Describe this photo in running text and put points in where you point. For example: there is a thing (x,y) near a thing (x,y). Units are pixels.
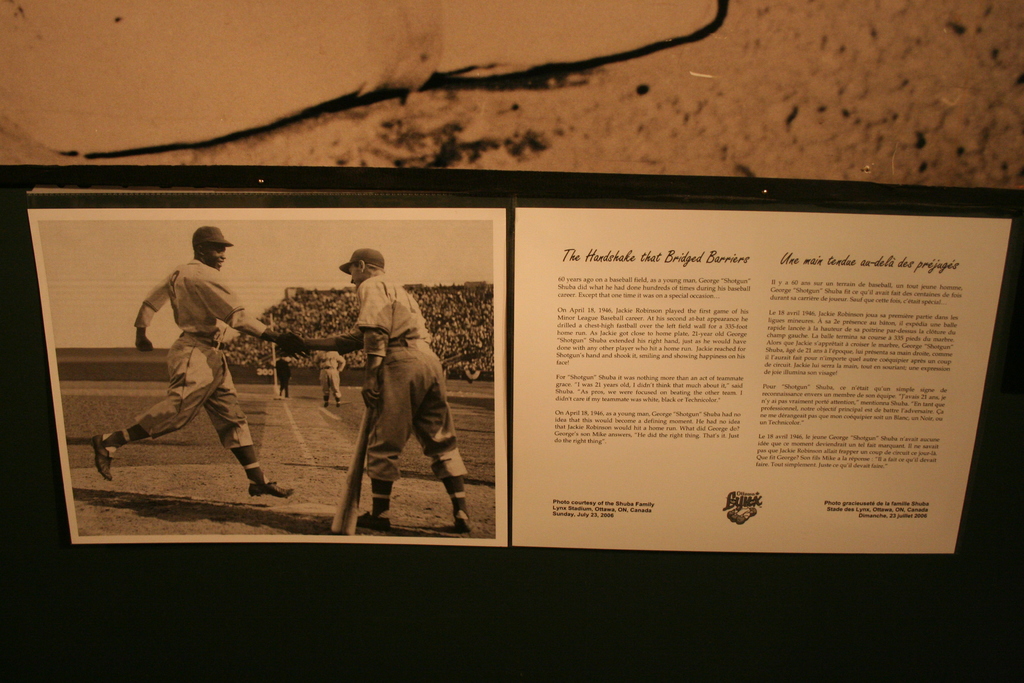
In this image, we can see a poster (538,279) with some images (474,307) and text (738,262). We can also see the background (16,382).
